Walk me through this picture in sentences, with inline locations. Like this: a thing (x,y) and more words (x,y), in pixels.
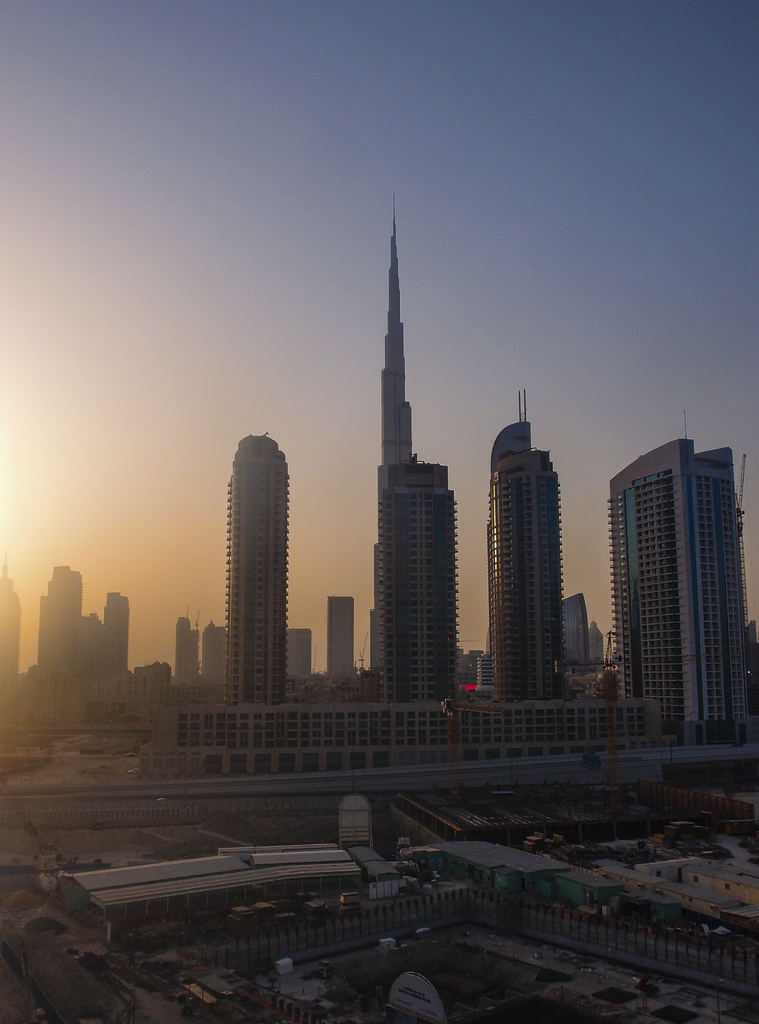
This is an aerial view of an image where we can see buildings (294,666), Tower buildings (526,697), road (3,789) and the plain sky (422,199) in the background (549,351).
